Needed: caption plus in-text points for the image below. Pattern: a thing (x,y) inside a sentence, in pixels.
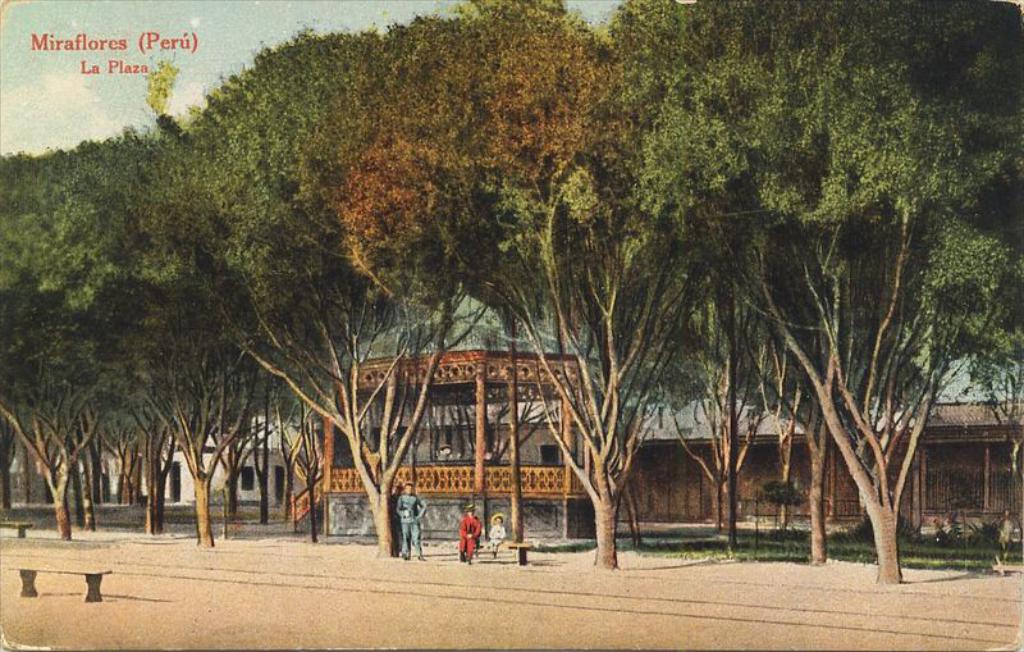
In this picture I can observe some trees (307,435). There are three members (413,520) on the bottom of the picture (418,511). Two of them are sitting on the bench (506,546). On the top left side (103,57), I can observe some text (58,44). In the background (211,81) there is sky (252,27).
